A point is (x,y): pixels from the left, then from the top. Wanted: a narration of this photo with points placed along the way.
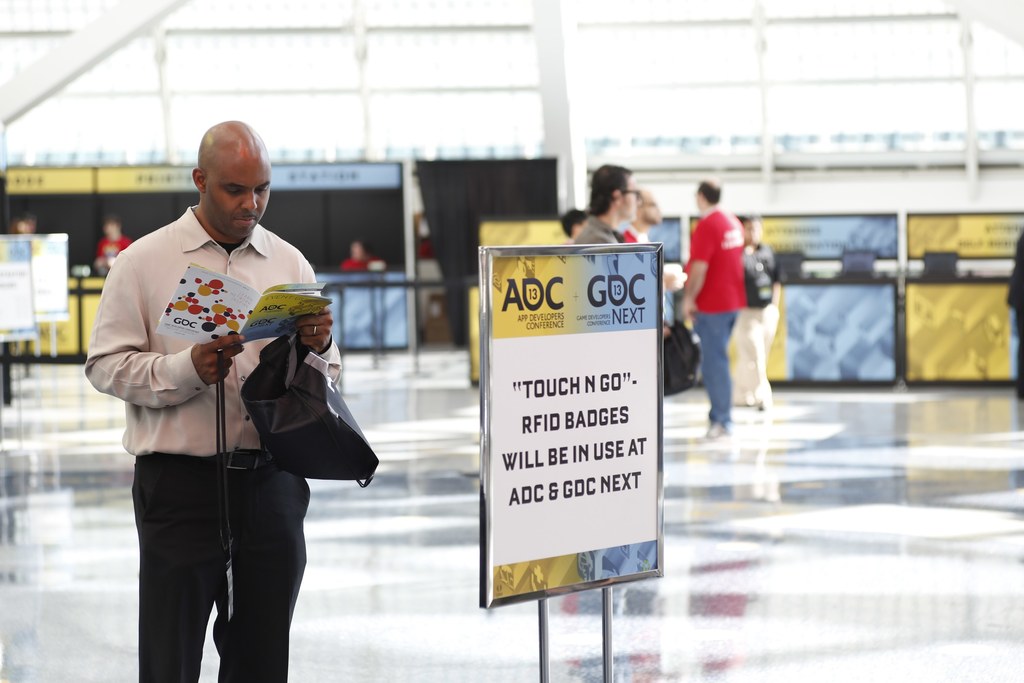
In this picture there is a man (231,556) who is holding a book (288,302) and bag (276,343). He is standing near to the board (626,452). In the back (726,230) I can see many people (734,284) who are standing on the ground (767,426). In the back (988,253) I can see the shed (953,275). At the top (53,72) I can see the railing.
